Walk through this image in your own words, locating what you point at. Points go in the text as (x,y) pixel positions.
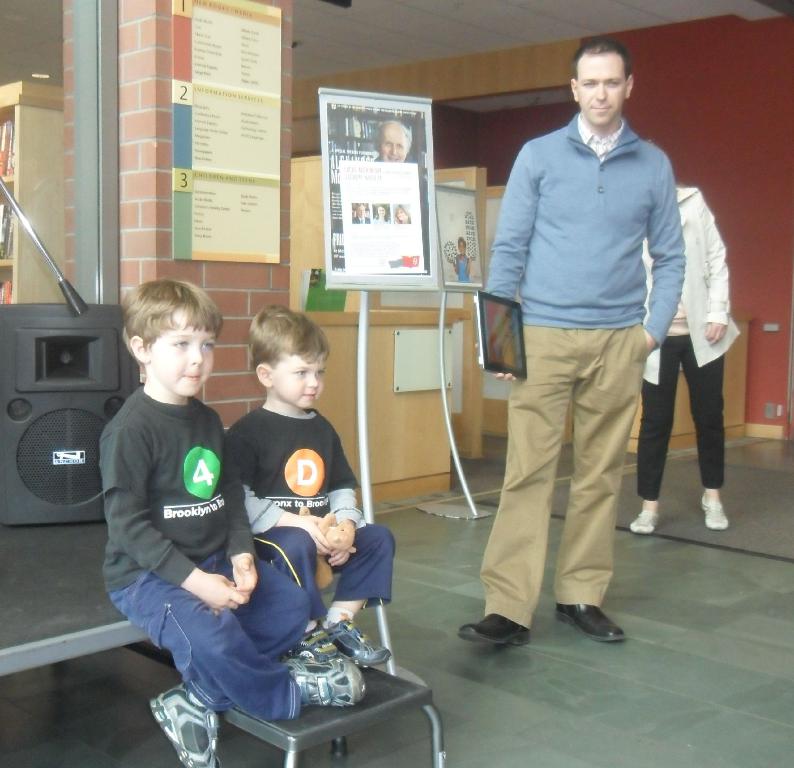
In this image I can see four people (612,252). Two people (272,480) are sitting on the black color bench (22,625) and I can see one person (558,359) is holding the iPad (493,332). To the back of these people (532,367) I can see the sound box (44,356) and the boards (374,122) to the wall (456,145). In the back (435,142) I can see the red color wall (644,117) and the roof (317,37).
